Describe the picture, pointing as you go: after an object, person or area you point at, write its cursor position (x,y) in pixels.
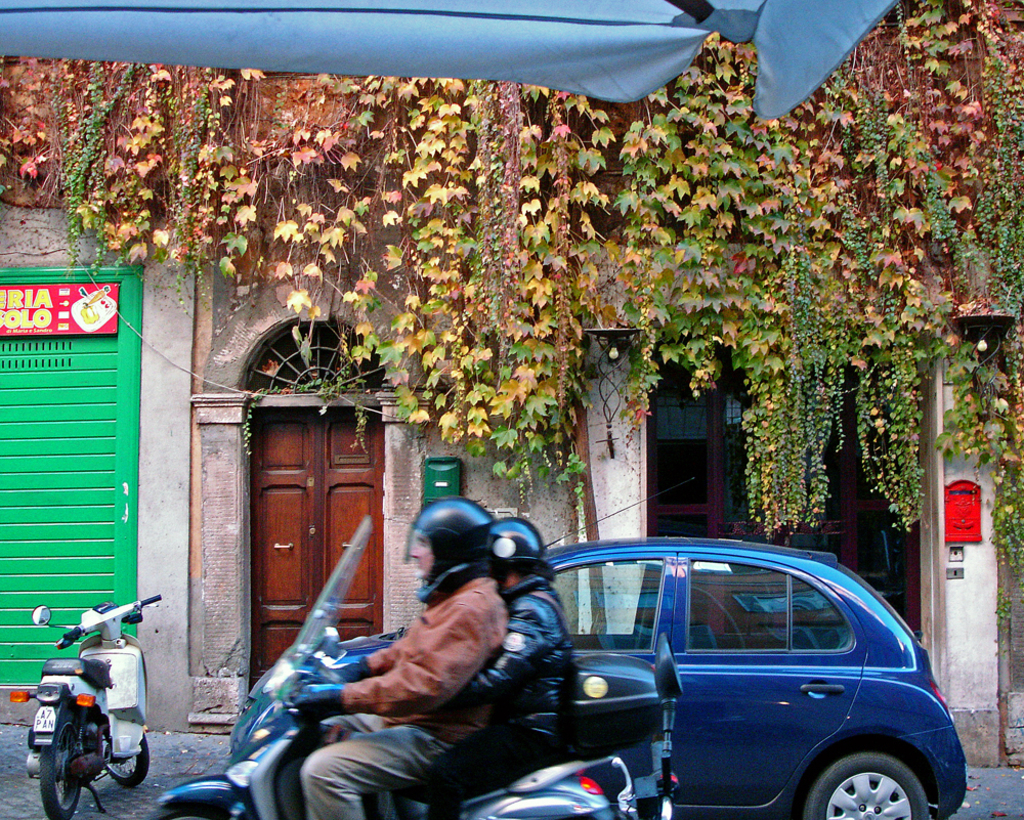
In this image there is a road (167,763) at the bottom (183,775). On the road (167,779) there is a car (728,639) and a motorbike (593,773). On the motor bike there are two persons (504,639) who are wearing the helmets (458,540). In the background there is a door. At the top (413,164) there are few plants (480,187) which are on the wall (314,194). On the left side (122,647) there is a motorbike (95,677) parked on the road (153,751). In front of the motorbike (95,658) there is a green color store (70,444). On the right side (954,511) there is a post box (953,519) attached to the wall (978,546). At the top (509,63) there is a blue color tent (587,65).
